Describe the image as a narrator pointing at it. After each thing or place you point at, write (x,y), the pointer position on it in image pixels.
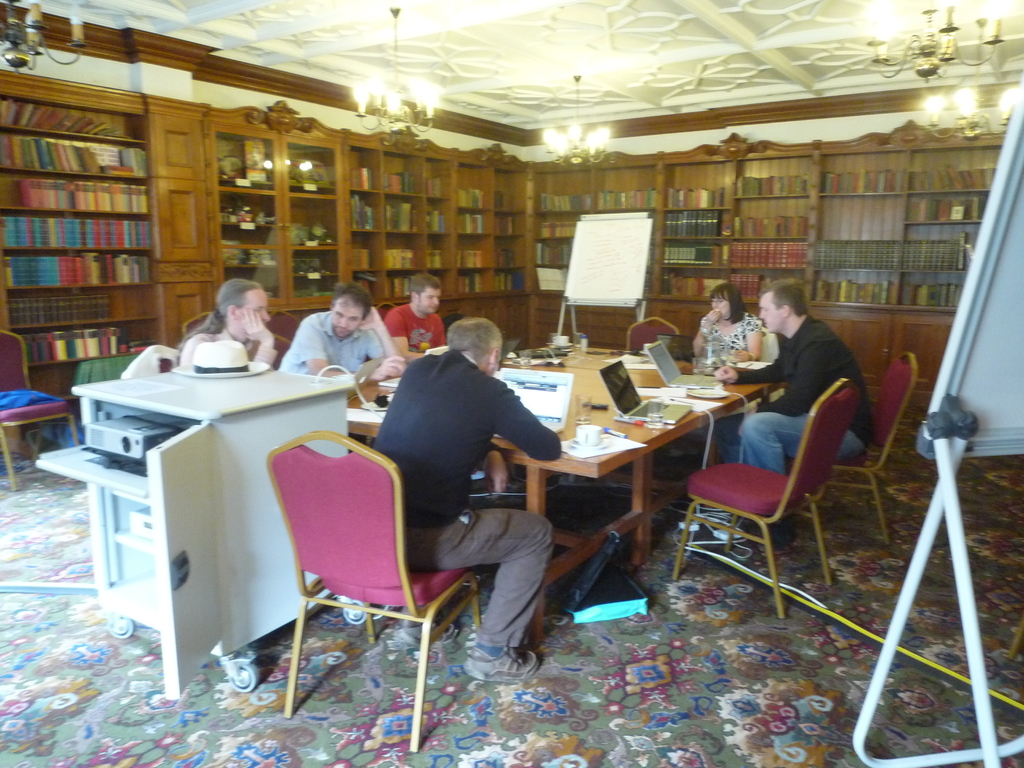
At the top (552,50) we can see designed ceiling (795,60) and ceiling lights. Here we can see all the books (432,216) arranged in sequence manner in a rack (918,340). This is a whiteboard (632,255). Here also we can see a board (948,385). We can see persons (729,293) sitting on chairs (723,503) in front of a table (643,437) and on the table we can see laptops (633,408), cups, saucers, markers (634,424). This is a desk (171,408) and we can see a projector device (130,432) in it and there is a hat (251,362) on the desk (256,409). Here we can see floor carpet (532,690). This is a bag (606,601) under the table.
